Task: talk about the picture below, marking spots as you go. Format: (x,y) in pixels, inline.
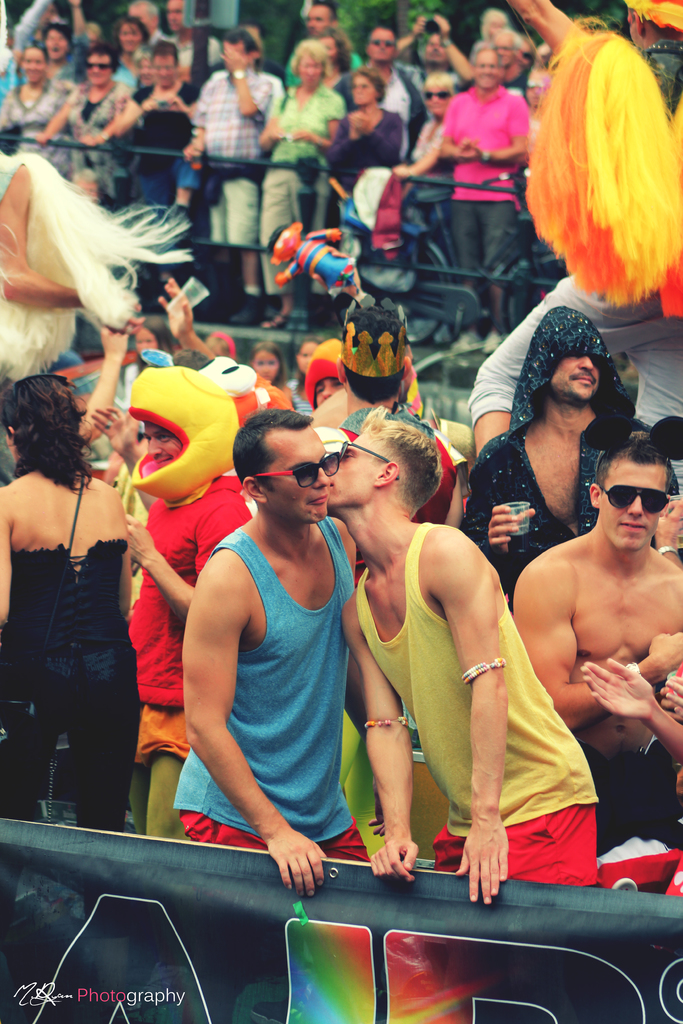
In this image, we can see some people (550,450) standing and wearing clothes (231,175). There is a banner (441,909) at the bottom of the image (265,924).
